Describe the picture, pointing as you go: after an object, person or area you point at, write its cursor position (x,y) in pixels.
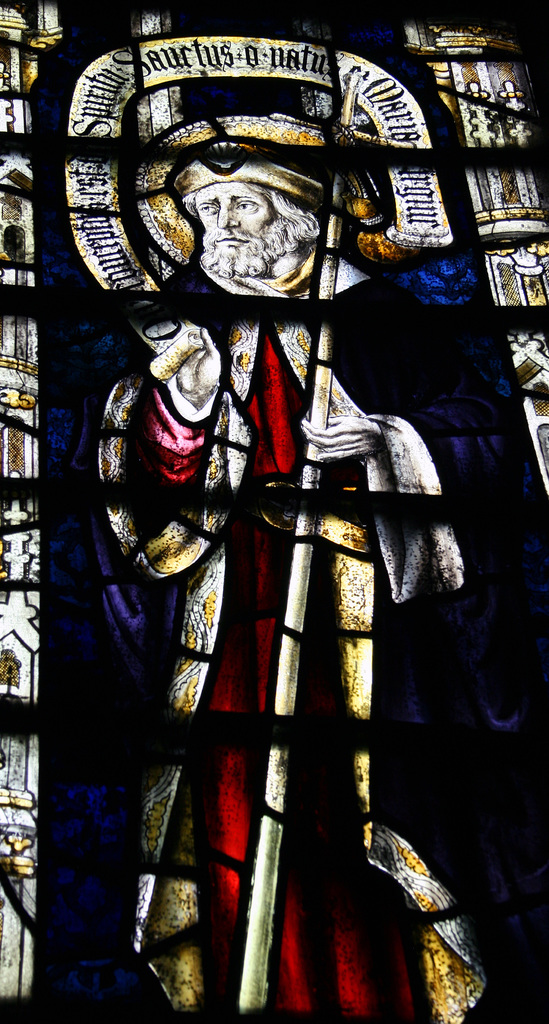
This is zoomed in picture. In the center (277,681) we can see a picture (137,282) of a man (134,607) wearing a dress (253,407) and holding a stick (322,360) and seems to be standing and we can see the text (96,161) is written at the top (369,67).
